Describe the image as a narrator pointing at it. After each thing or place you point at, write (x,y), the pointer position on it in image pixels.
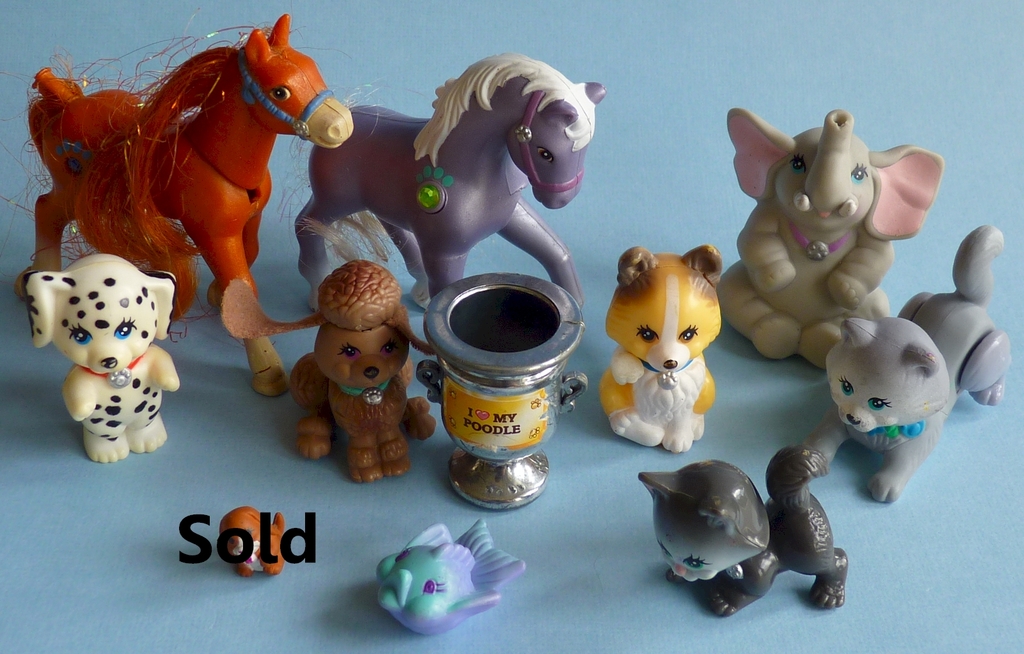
In this image there are toys (439,331), there is text (246,546), the background of the image (604,119) is blue in color.
